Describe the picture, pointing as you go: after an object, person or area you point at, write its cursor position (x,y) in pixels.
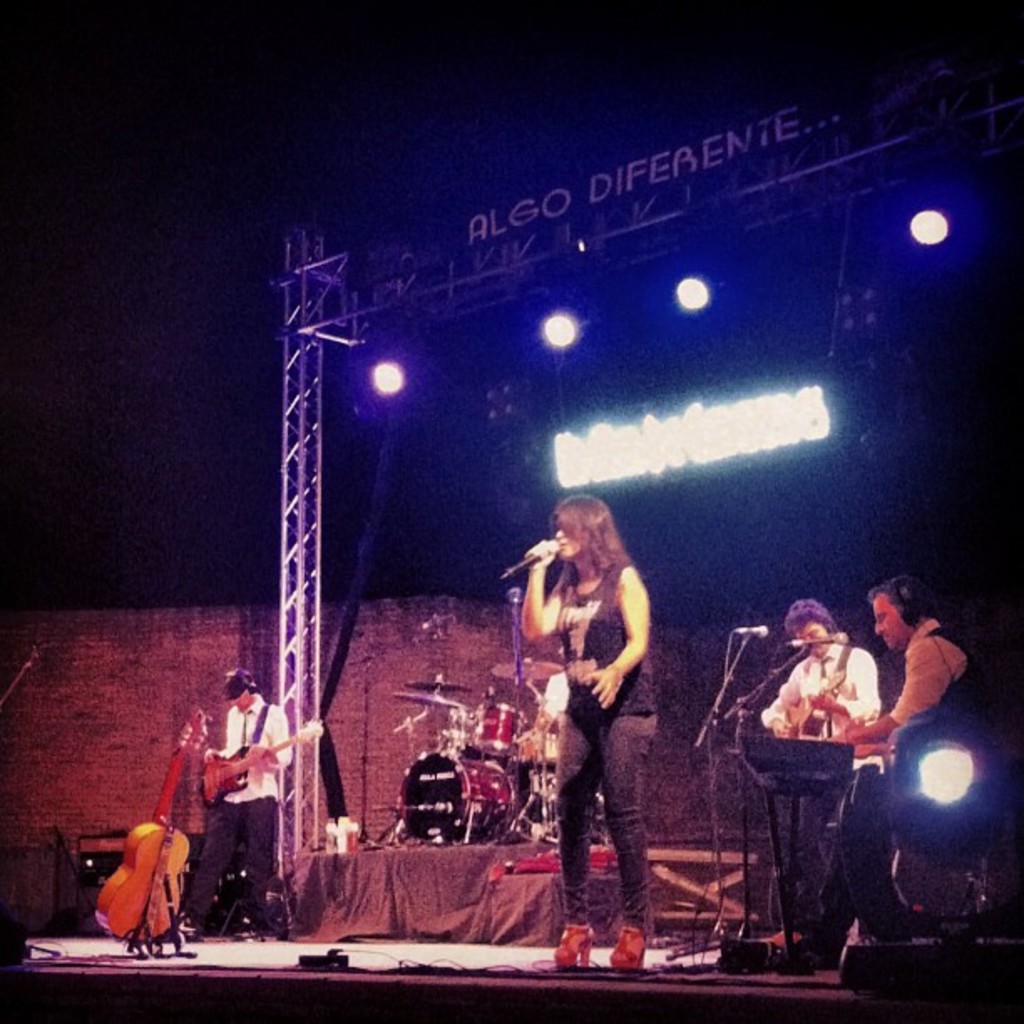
The picture is clicked in a musical concert. A black t shirt lady (619,622) is singing with a mic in her hand (546,560). In the background (814,690) there are people (275,757) playing musical instruments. To the top of the roof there is written as "algo diferente", there are even white lights (563,334) attached to the roof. There is a guitar (155,914) to the left side of the image (168,865).
